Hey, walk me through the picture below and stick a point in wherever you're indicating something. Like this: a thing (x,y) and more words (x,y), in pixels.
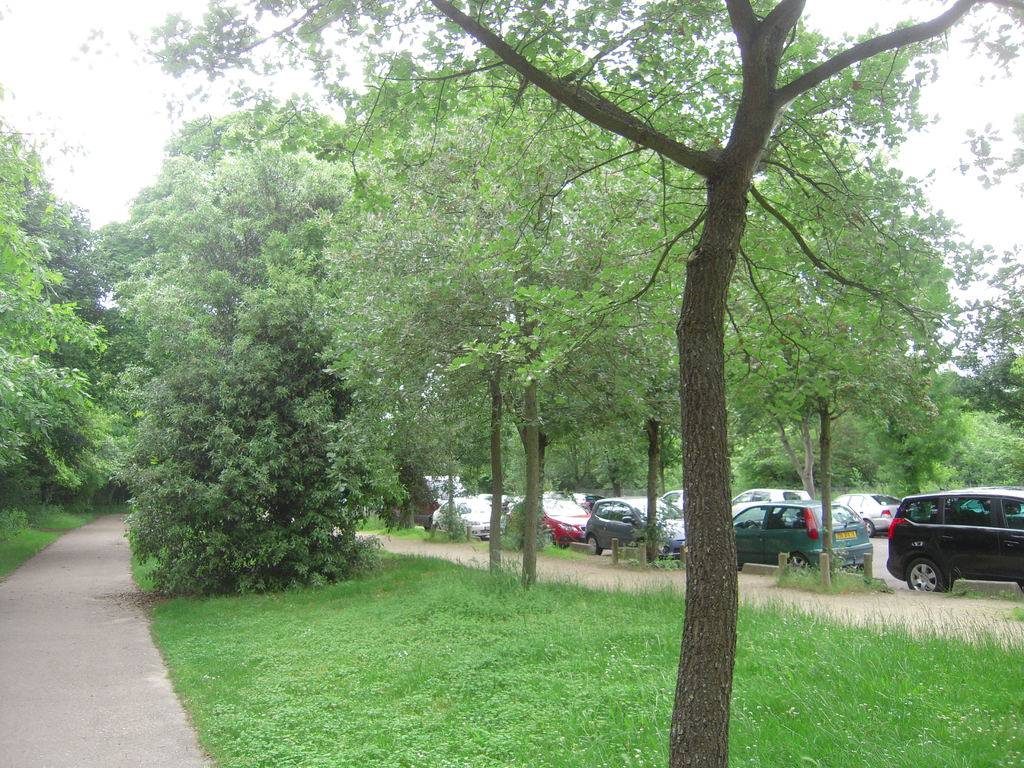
In the image in the center (526,330) we can see trees (712,205), grass (530,682), road (141,639) and few vehicles (931,580). In the background (95,48) we can see the sky (116,89) and clouds (45,62).
